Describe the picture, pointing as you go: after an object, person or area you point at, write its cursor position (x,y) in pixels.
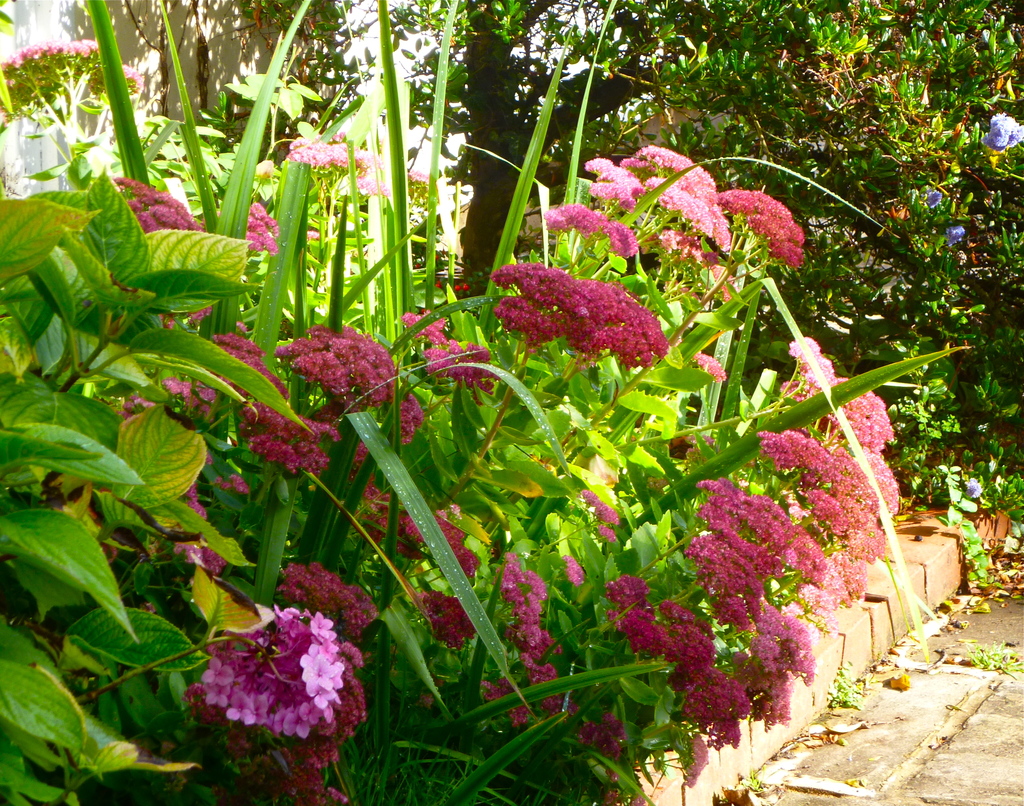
This image consists of plants (191,664) along with flowers (311,782). In the background (997,64), there are trees (1020,210). To the left (32,30), there is a wall (64,31). At the bottom (951,738), there is a road (942,765).
